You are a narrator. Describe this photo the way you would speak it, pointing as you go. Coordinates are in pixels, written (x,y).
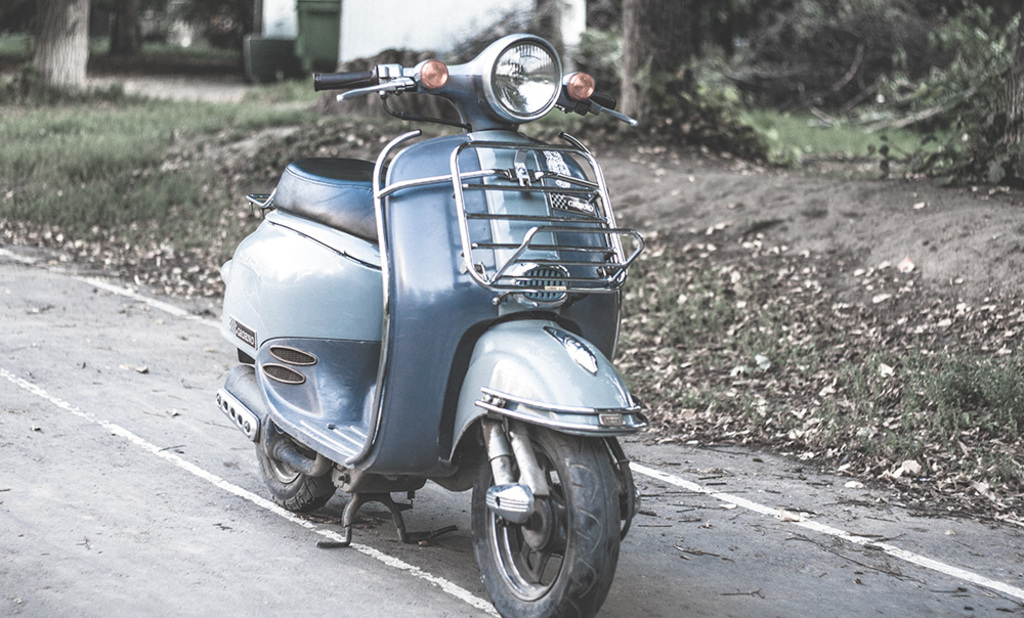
In this picture we can see a scooter (406,428) in the front (406,428), at the bottom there is grass (676,324) and some leaves (777,337), we can see trees (684,69) in the background (774,44) there is a dustbin (322,52) here.
